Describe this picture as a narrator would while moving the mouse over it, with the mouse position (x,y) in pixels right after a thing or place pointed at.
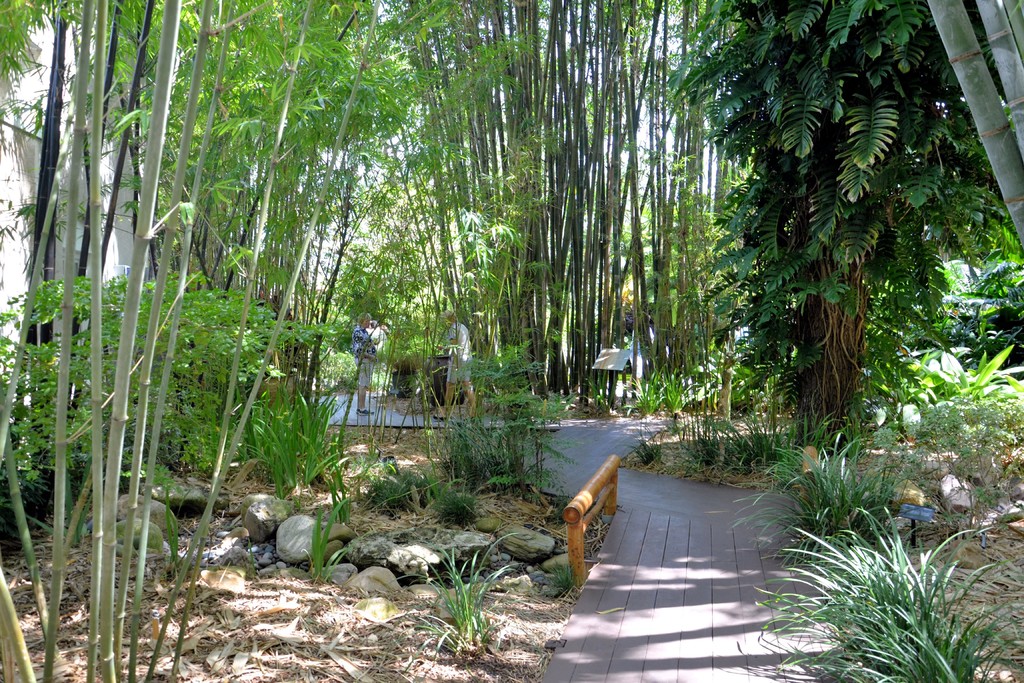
At the bottom of the picture (659,614), we see a pavement (661,591). Beside that, we see a railing (578,519) and beside that, we see the stones (352,572). On either side of the picture, we see trees (103,384). In the middle of the picture (450,351), we see people (354,351) are walking. There are trees (539,382) in the background (476,224). On the left side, we see a building (10,212) in white color. This picture is clicked in the park (547,535).
